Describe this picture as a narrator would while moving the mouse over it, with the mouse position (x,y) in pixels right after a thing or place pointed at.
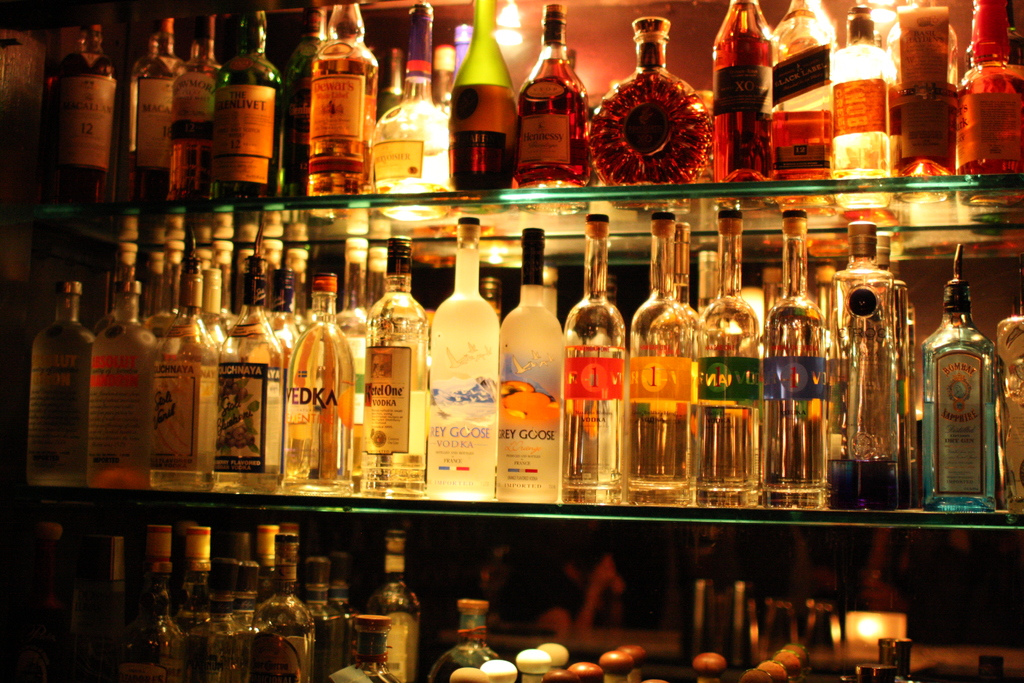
These are the liquor bottles (945,489) in the shelves (916,516).
